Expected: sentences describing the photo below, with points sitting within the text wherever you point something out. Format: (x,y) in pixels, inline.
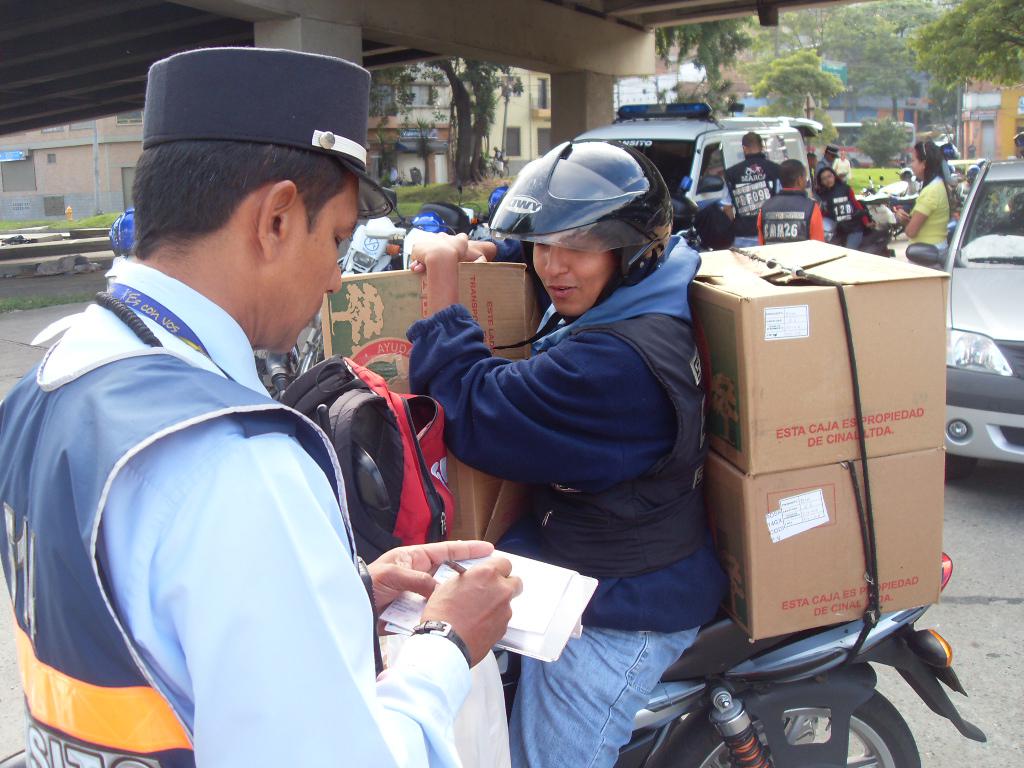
In the picture I can see a person (93,469) wearing uniform (40,540) and hat (259,65) is holding papers (532,575) and pen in his hands (403,589) and standing on the left side of the image (241,529), here I can see a person (558,344) wearing a helmet (562,226) and dress (607,520) is sitting on the bike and holding cardboard boxes (463,467) and a backpack (444,502). In the background (255,2), we can see a few more vehicles (970,211), I can see the bridge (227,8), pillars (597,109), trees (990,60) and houses (70,132).
